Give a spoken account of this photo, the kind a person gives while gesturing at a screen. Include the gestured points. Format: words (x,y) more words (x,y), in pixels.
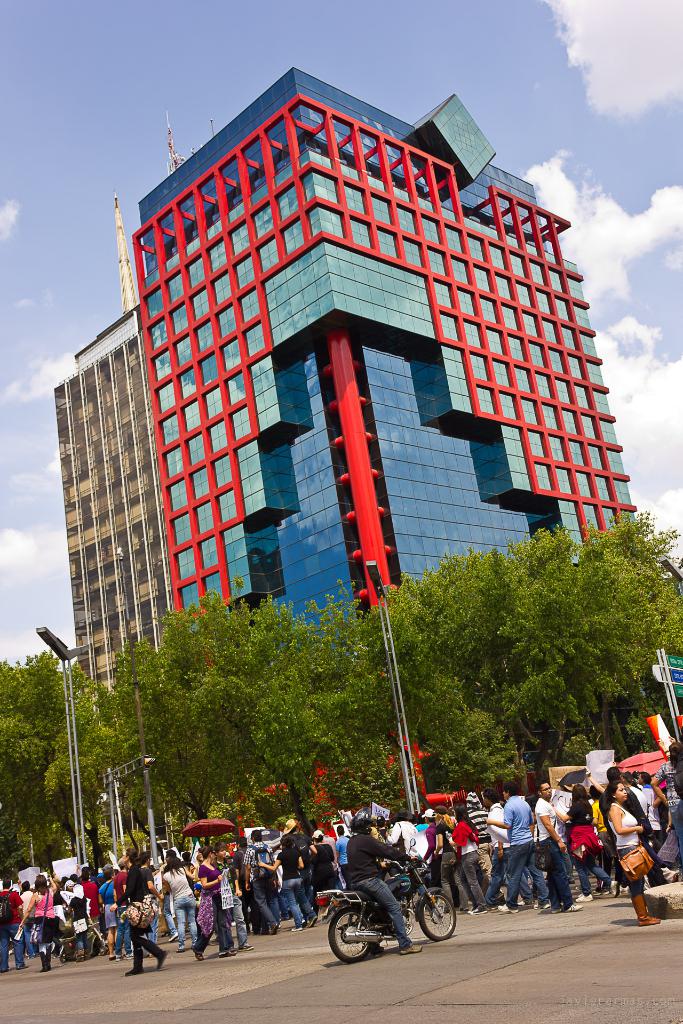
In this image we can see the people (263,895) standing on the ground (96,969) and we can see a person (403,923) sitting on the motorcycle (406,896). And we can see the building (264,427) with windows (223,295) and towers (122,223). There are trees (401,594), street lights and board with text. In the background (149,170), we can see the sky (614,201).
